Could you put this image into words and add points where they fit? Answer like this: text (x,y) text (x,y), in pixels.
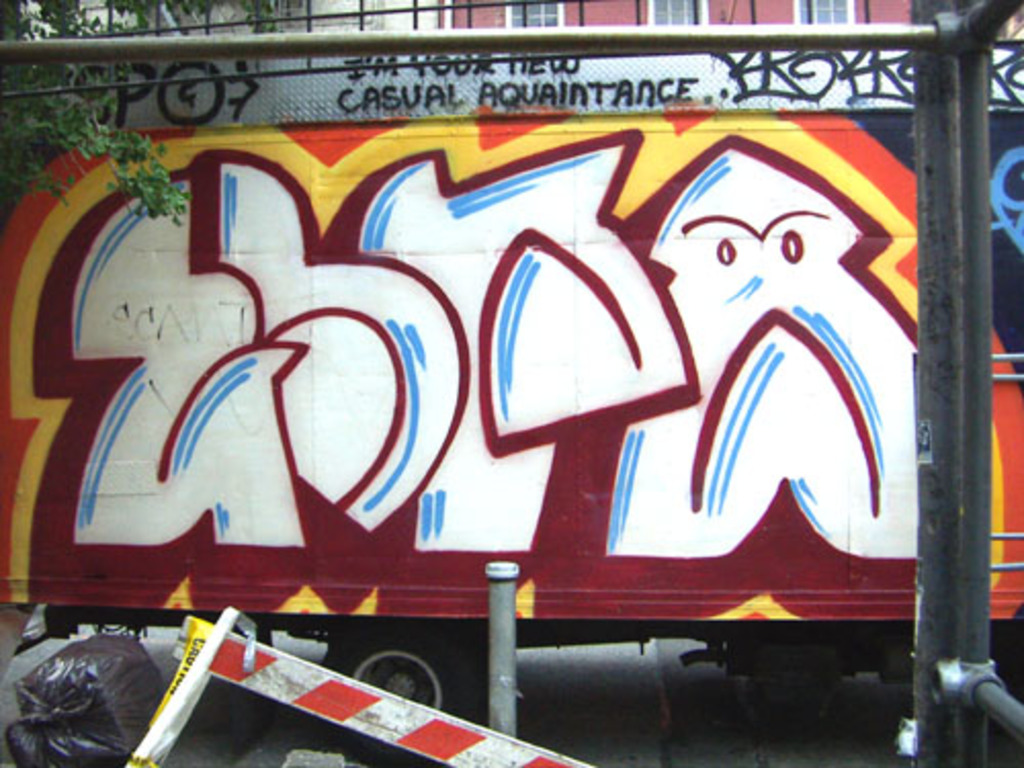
In this image I can see in the middle (547,280) there is a painting (578,554) on a vehicle (521,609), on the left side (49,71) there is a tree (107,72). At the top (622,19) it looks like a building (605,22).
